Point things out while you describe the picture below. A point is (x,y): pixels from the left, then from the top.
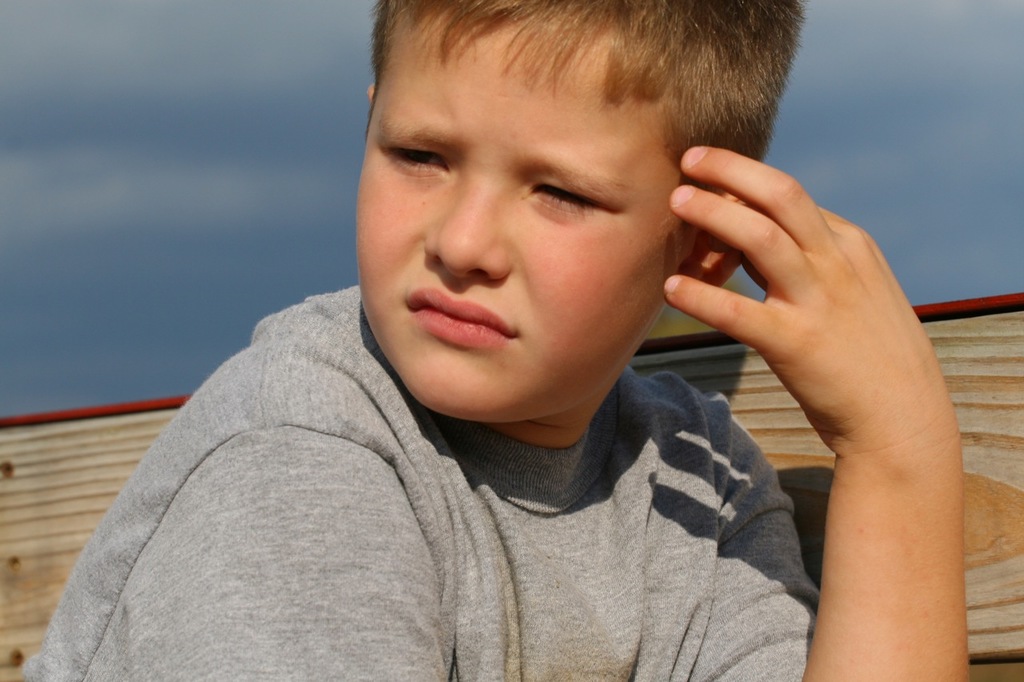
In the image there is a picture of a boy (546,506) and the background of the boy (488,200) is blur.
